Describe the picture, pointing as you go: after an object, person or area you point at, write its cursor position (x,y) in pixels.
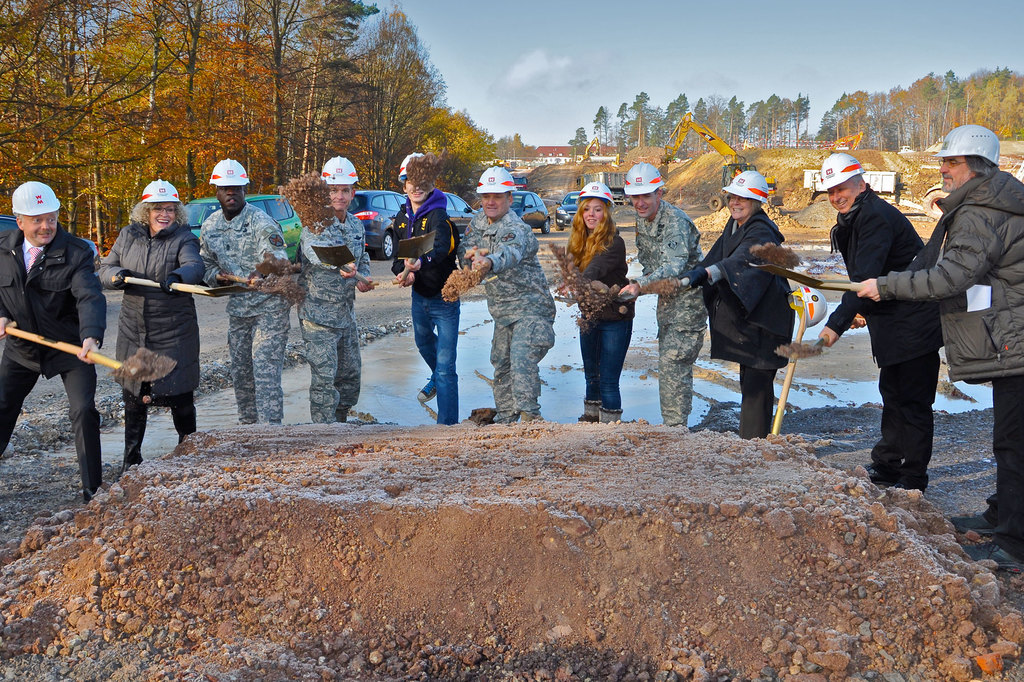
There are persons (340,203) in different color dresses (904,228), wearing helmets (43,212), pouring mud (289,291) on the monticule (564,439). In the background (423,369), there is water (471,341), there are vehicles (593,180) on the road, there is an excavator (661,172), there are trees (600,115), there is a building (558,151) and there are clouds (528,63) in the sky (512,64).
